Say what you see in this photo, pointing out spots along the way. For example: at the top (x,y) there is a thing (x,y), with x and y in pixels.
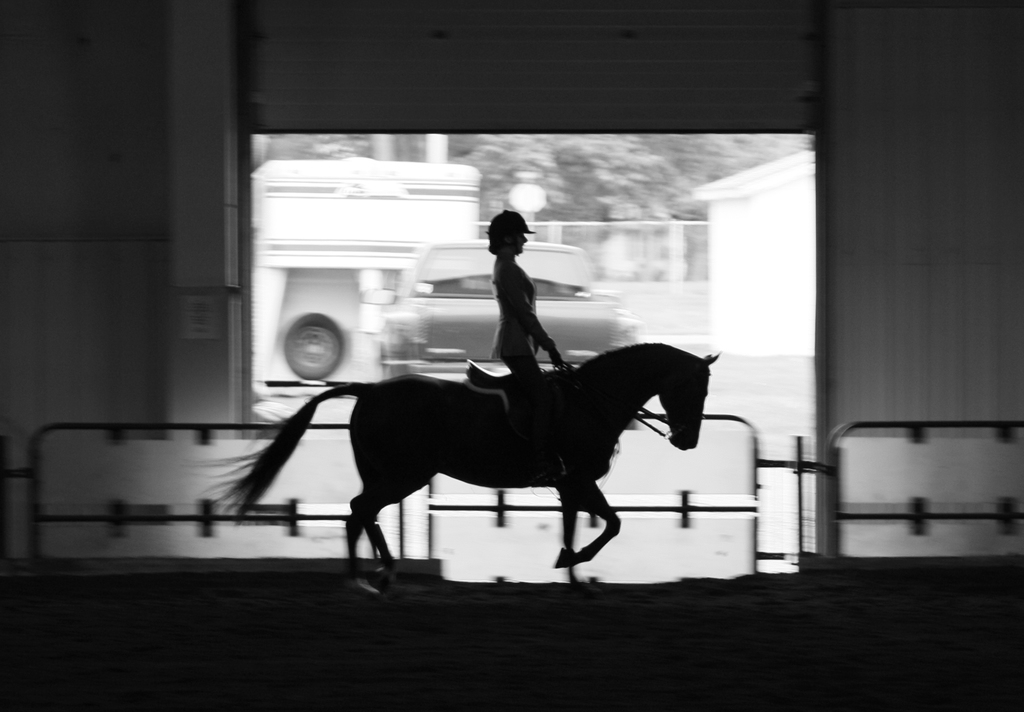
In this picture there is a woman (548,461) who is riding on a horse (577,468). There is a car (458,291) and a barricade (209,423). There are some trees (646,180) at the background (651,203).
